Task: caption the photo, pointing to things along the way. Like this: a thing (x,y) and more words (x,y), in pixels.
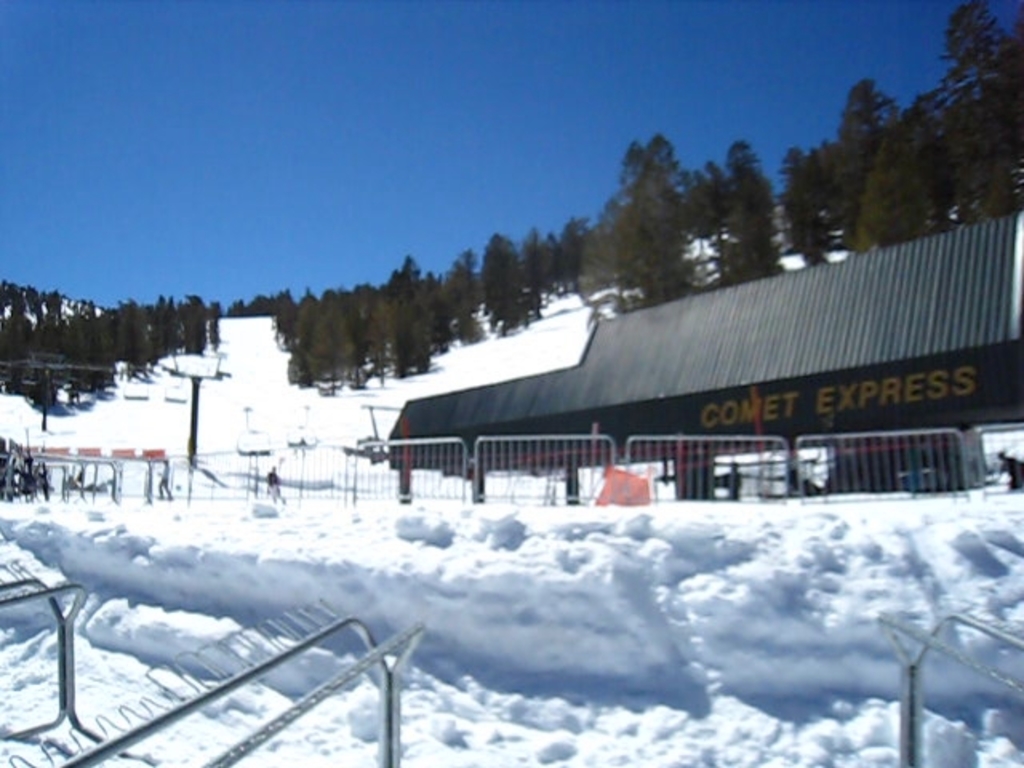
In this picture I can see the snow (409,596) in front (309,583) and in the middle of this picture (434,463) I see the railings (444,442), few people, poles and a building (824,387) and I see something is written on it. In the background (818,81) I see number of trees (1019,81) and the sky (361,112).
